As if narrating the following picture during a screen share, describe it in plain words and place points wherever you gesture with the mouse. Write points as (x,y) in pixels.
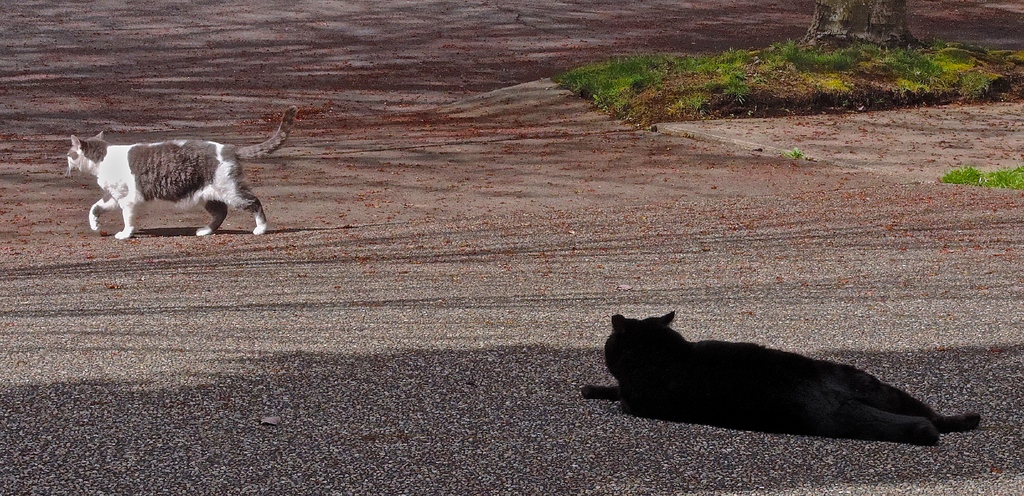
In this picture we can see a black animal (705,387) is laying on the path (601,351) and a cat (181,188) is walking on the path (181,220). Behind the cats (178,187) there is a grass (617,100) and a tree trunk (838,28).
